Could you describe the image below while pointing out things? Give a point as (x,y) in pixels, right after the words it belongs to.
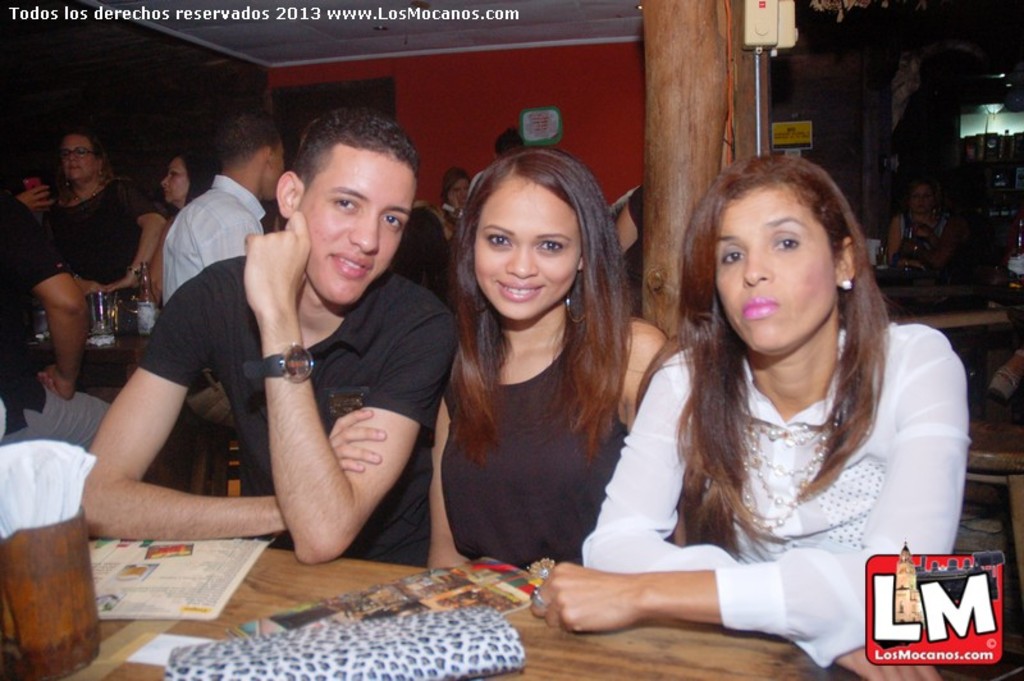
In the foreground of the picture (130,571) there is a table (751,651), on the table (98,678) there are tissues (52,513), menu card (213,576) and bag (346,623). In the center (390,368) there are two women (448,396) and a man (347,383) sitting. In the background (161,183) there are people (95,187), tables (988,318), stools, bottles (140,303) and other objects (102,293). On the top right (988,106) there are light (992,120) and wall (871,84). At the top (434,62) there is a wall (502,71) and text (191,12).
